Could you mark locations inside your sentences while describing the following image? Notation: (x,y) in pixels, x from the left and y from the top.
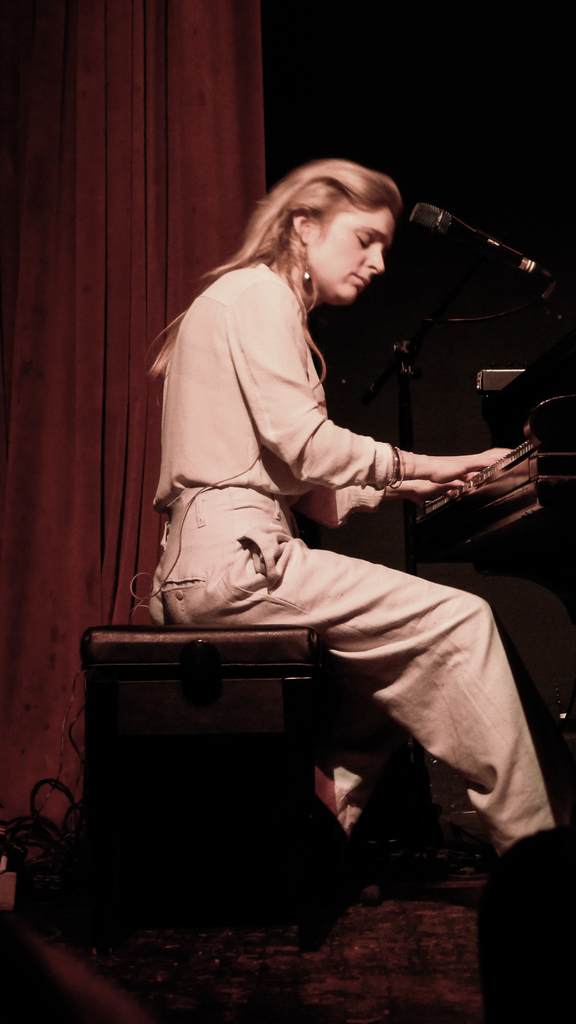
There is a woman (244,518) sitting on a stool (259,672) and playing piano (501,478). This is a mike (433,222) with a mike stand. At background (138,327) I can see a Curtain (120,303) hanging through the hanger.
